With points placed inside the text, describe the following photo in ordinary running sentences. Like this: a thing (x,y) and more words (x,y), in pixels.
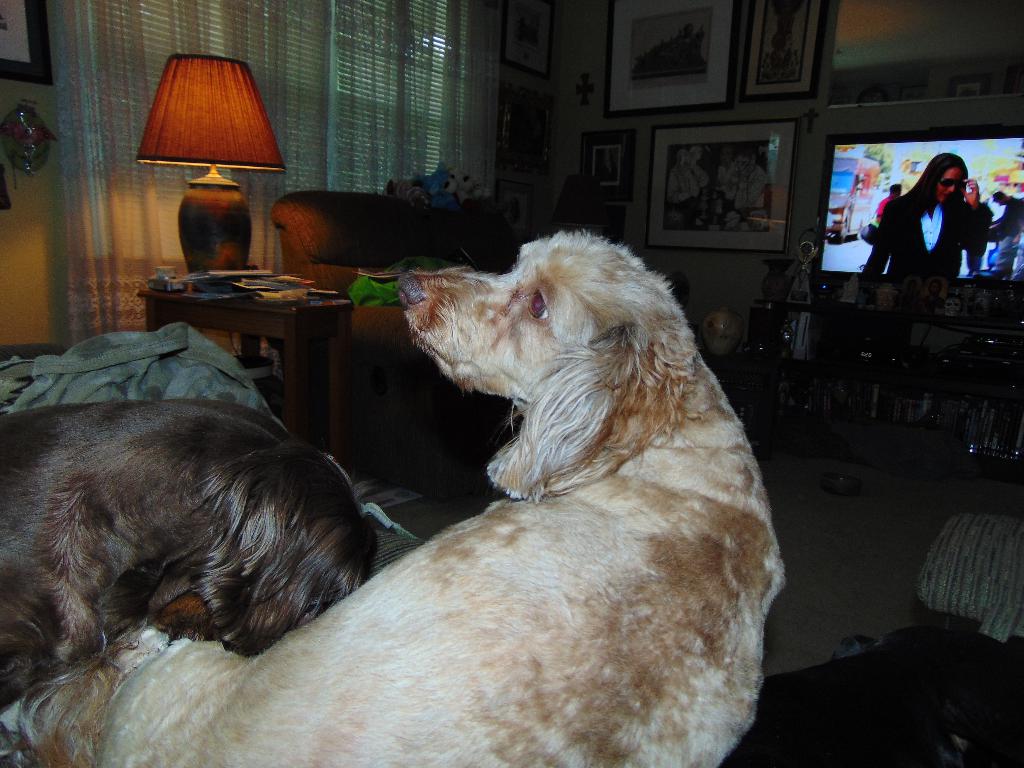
This is a room (425,52). We can see a tv (833,202) over here, there are two dogs (599,420) which is one is white color one is black color lying on the sofa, there is a bed sheet (61,396) beside the dogs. This is a table (186,315) and this is a lamp (216,242) on the table (221,277) and this is a curtain (151,208) and there are few photos (789,47) stick to the wall (542,200) there is another sofa (361,339) beside the table (174,297). There are few articles (1008,352) which are placed below the television (818,278).
